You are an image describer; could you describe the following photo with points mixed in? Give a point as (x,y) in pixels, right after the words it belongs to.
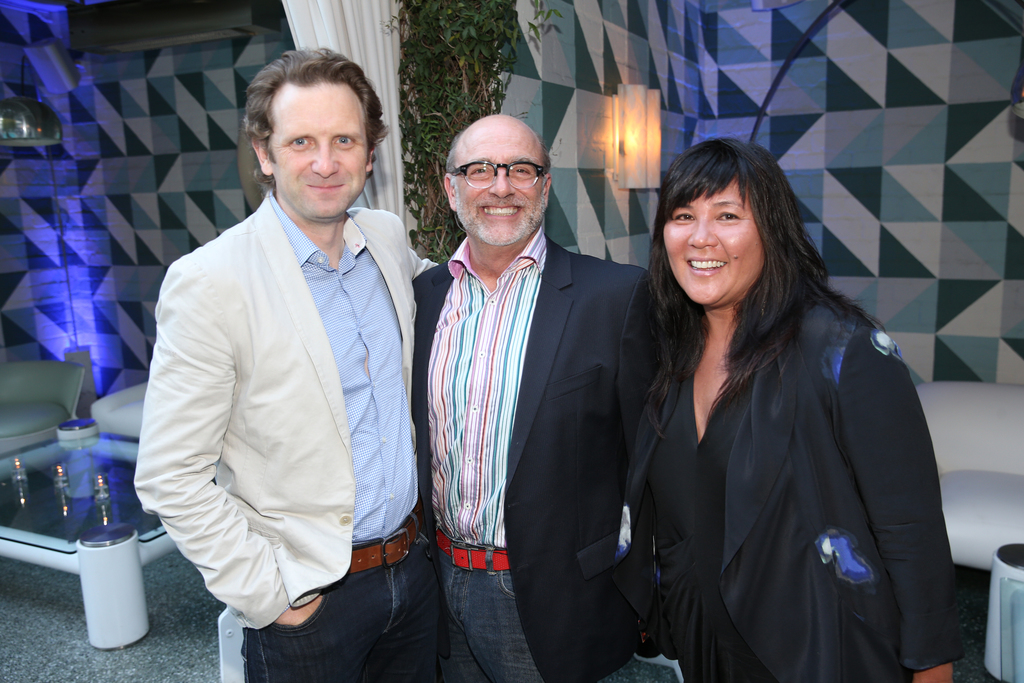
In this image I can see three people (568,414) with different color dresses (873,479). I can see these people (595,258) are smiling. To the left (122,580) I can see the teapoy (73,497) and the white color couches (72,401). In the background (344,25) I can see the curtain (349,48) and the plants (430,71). I can also see the colorful wall (673,107) and the light (616,163).
